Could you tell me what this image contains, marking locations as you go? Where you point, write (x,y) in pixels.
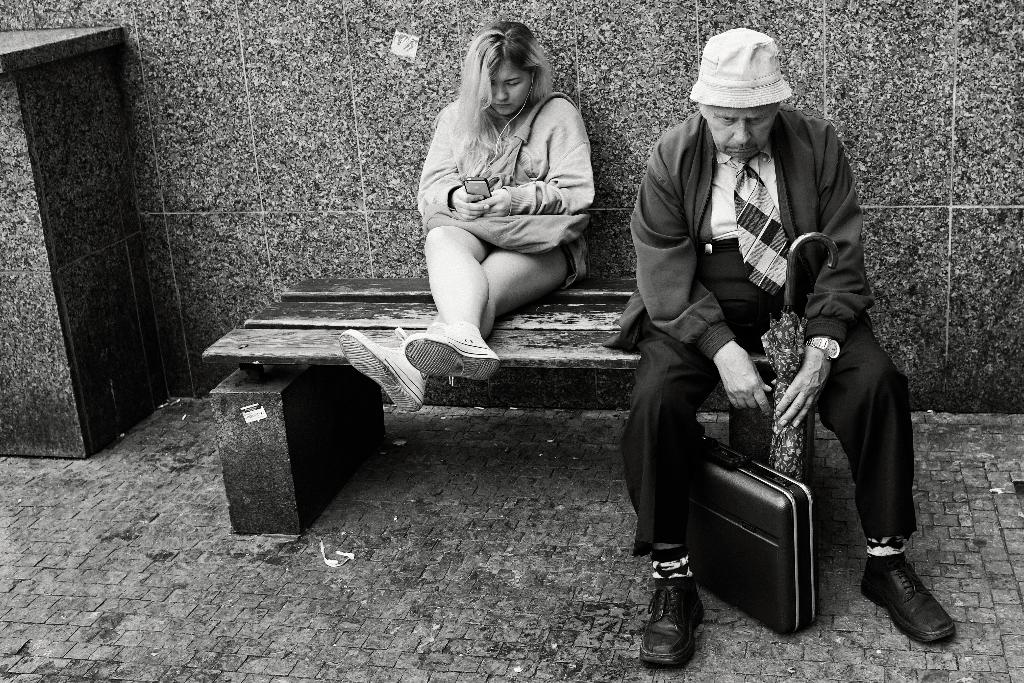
This is a black and white picture. There are two persons (680,301) sitting on a bench (569,345). The man (682,281) is holding a umbrella (783,384), under the bench (746,419) there is a suit case (743,513). Behind the people (551,266) there is a wall (364,74) which is covered with tiles (243,146).
